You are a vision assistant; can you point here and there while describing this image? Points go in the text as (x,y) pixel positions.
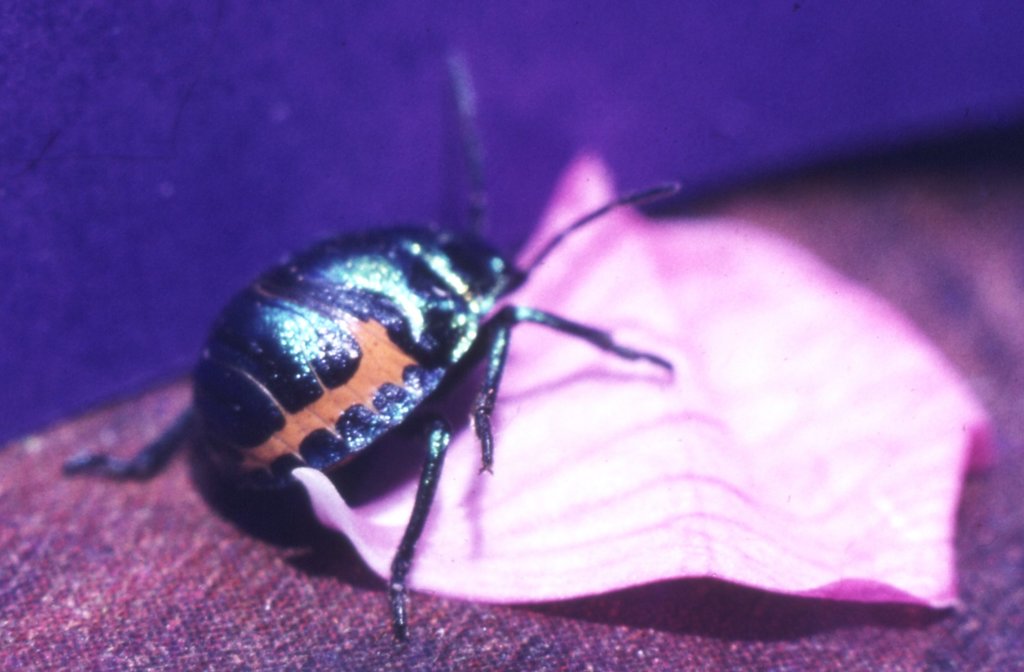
In this picture we can see a bug (394,343), there is a petal (686,471) here, at the bottom (236,629) we can see mat (210,615).
